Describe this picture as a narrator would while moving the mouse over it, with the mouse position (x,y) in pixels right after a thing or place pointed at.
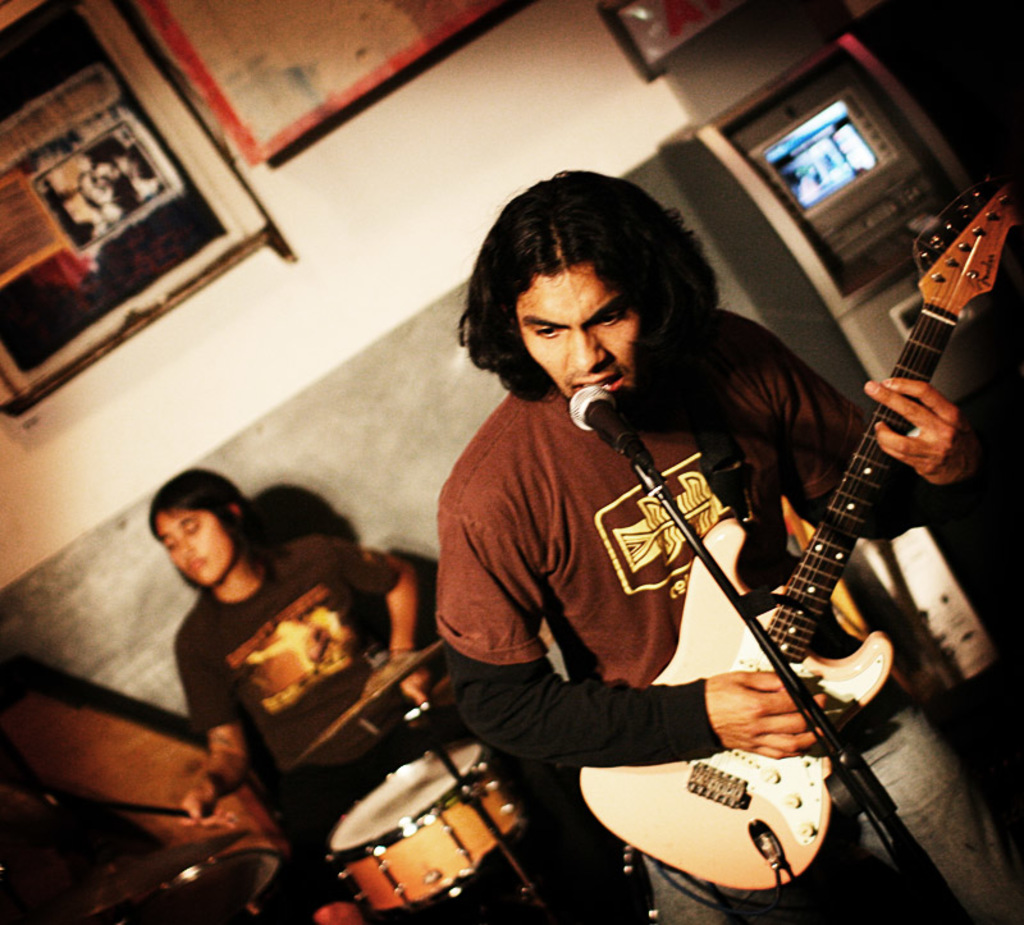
A person (522,511) wearing a brown t shirt (600,626) is holding a guitar (793,647) and playing and singing. In front of him there is a mic (644,440). In the back (256,631) a person (242,678) is sitting and playing drums (403,810). There is a wall (357,274) with posters (375,63) in the background (271,286). There is a ATM machine (836,203) in the background (809,237).
